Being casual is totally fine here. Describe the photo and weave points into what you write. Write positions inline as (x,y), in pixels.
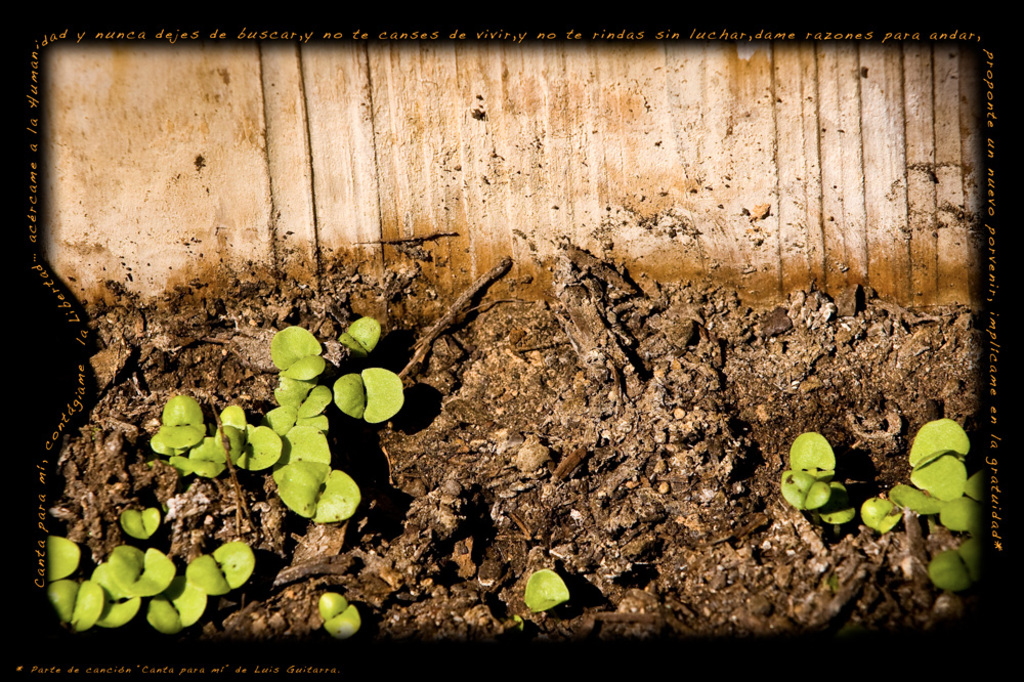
It is an edited picture. In this image, we can see few plants (841,500) and wall (615,183). The borders of the image, we can see black color and some text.
